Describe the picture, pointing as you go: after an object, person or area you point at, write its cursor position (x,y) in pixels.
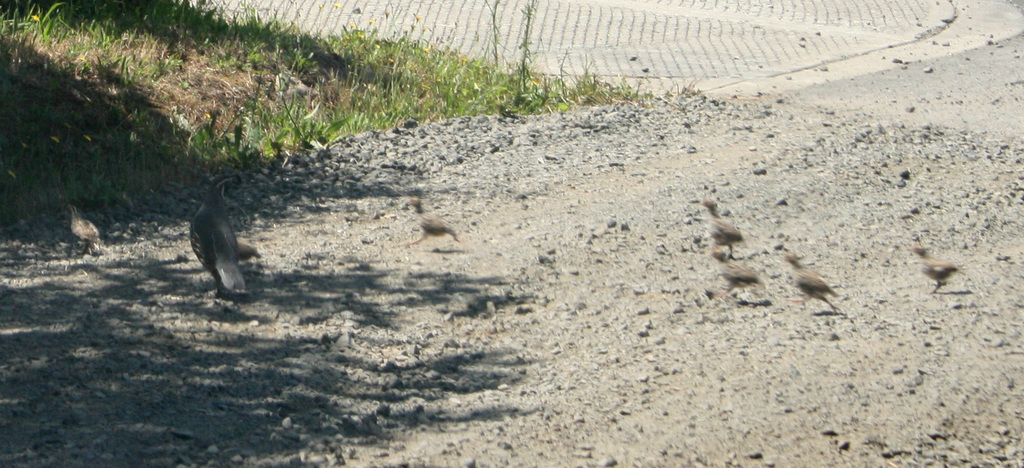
This picture describe about the small birds (243,252) running on the ground (686,329). Behind we can see small grass plants (298,103).
